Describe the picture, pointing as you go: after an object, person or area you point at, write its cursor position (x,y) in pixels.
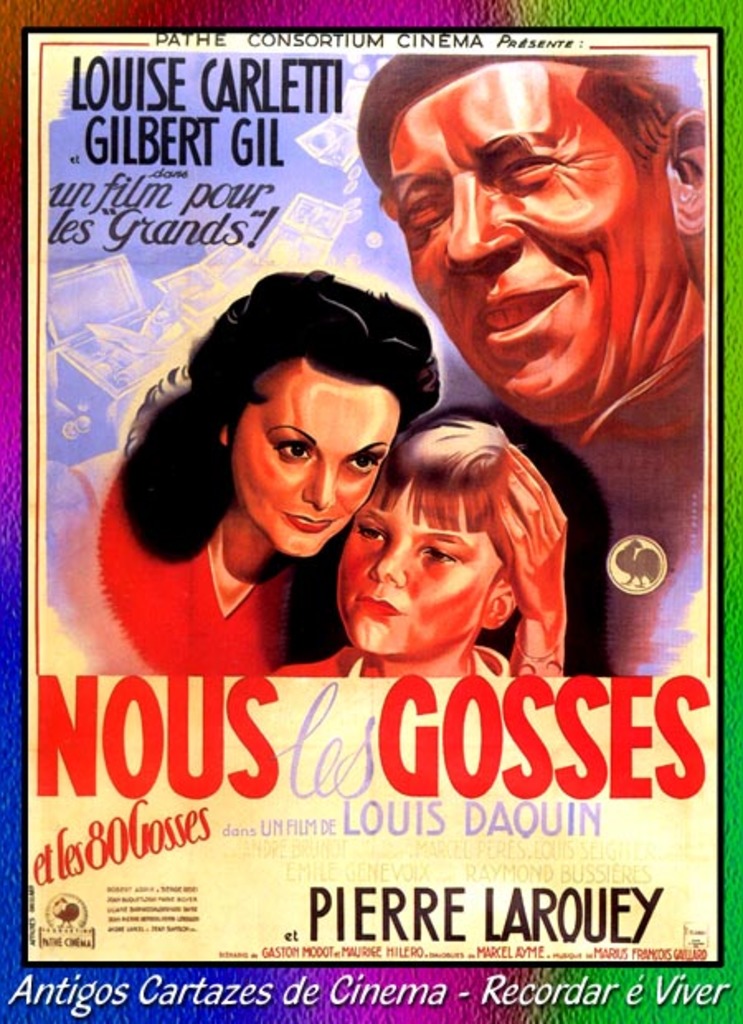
In this image we can see a graphical image of three persons (290,399). One woman (235,580) is holding a boy (468,667) with her hand (533,559).
